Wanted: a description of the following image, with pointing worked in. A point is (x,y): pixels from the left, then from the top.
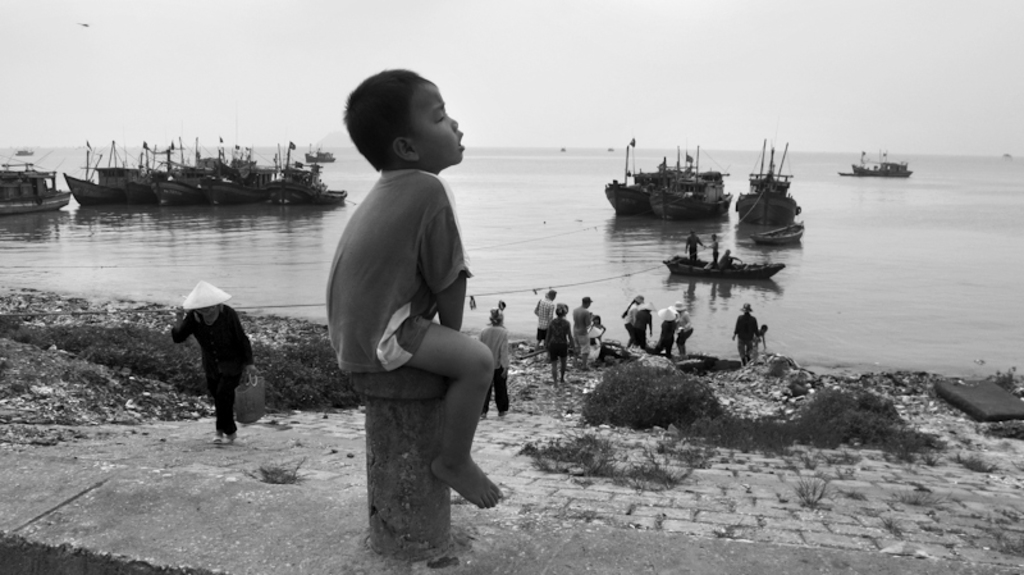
In this image I can see the black and white picture. I can see a child (421,231) sitting on a pole (412,407) and a person (228,344) wearing black dress (216,347) and white colored hat (205,297) is standing and holding a bag (263,390). In the background (599,322) I can see few other persons (685,338) standing on the ground (595,383), the water (872,293), few boats (778,205) on the surface of the water (884,259), few persons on the boat (758,270) and the sky (758,83).
